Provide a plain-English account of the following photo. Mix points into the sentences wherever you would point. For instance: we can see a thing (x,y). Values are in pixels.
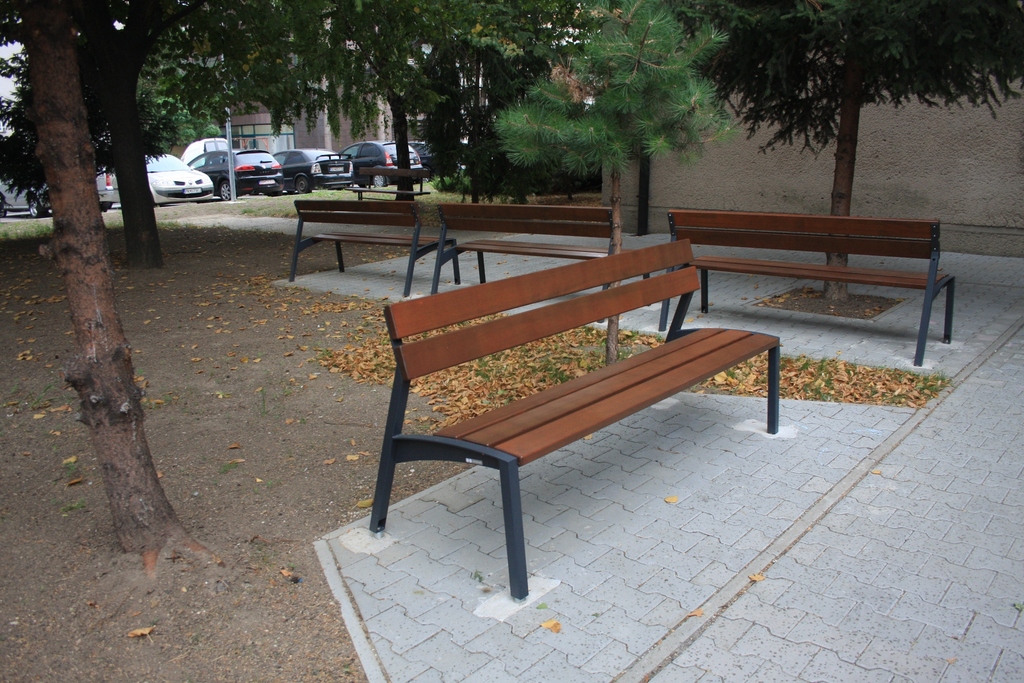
This place (382,254) is looking like a garden (783,313). On the right side (703,302), I can see four benches (634,365) on the floor (603,606). On the left side (92,308) there are some trees (109,268) on the ground (153,304). In the background (244,173) there are some cars (330,171) on the road (302,193) and also I can see a building (302,135).
